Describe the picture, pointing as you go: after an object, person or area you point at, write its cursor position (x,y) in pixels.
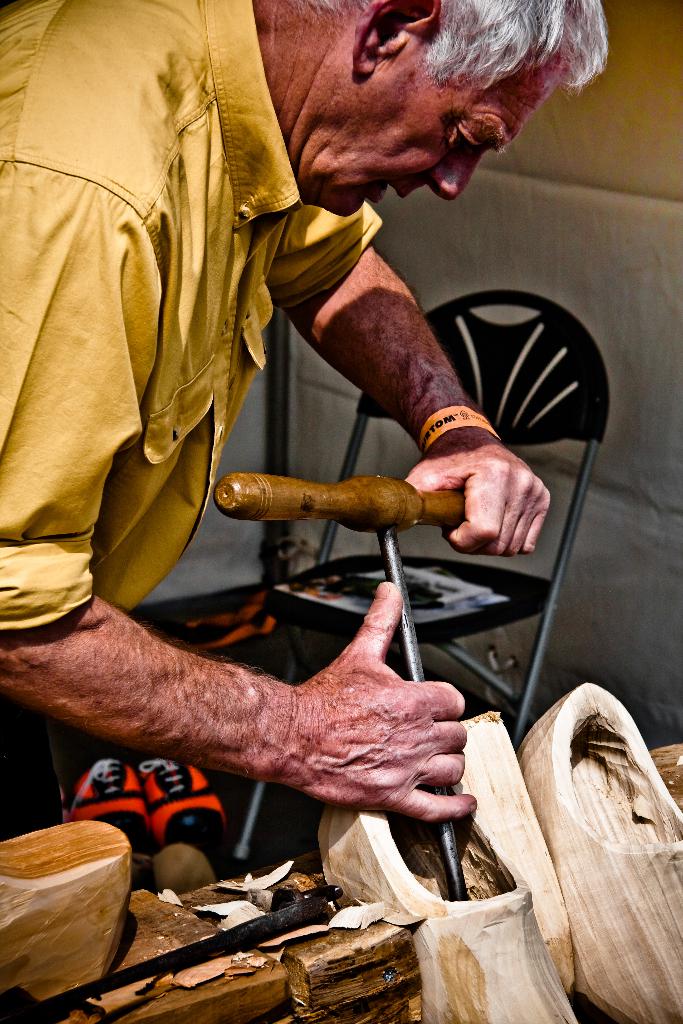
In this picture there is a man (254,227) making wooden shoes (494,902). In the foreground (458,825) there are wooden material (464,879) and chisels (264,937). The background (533,381) is blurred. In the background (569,423) there is a chair (332,621), shoes (122,796) and a wall (295,426) painted white.
